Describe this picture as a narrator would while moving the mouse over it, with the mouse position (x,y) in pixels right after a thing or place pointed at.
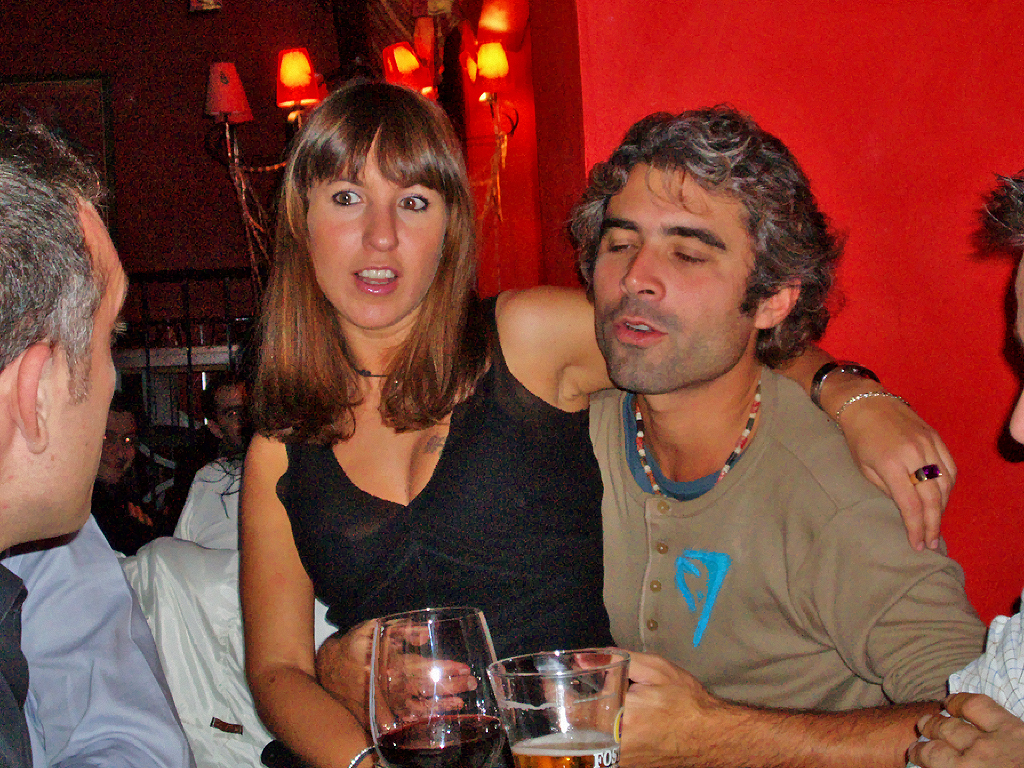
On the background (808,80) we can see wall (616,40), lights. Here we can see person (333,439) sitting. We can see this woman (444,241) and a man (762,388) holding drinking glasses (472,691) in their hands (441,693).
